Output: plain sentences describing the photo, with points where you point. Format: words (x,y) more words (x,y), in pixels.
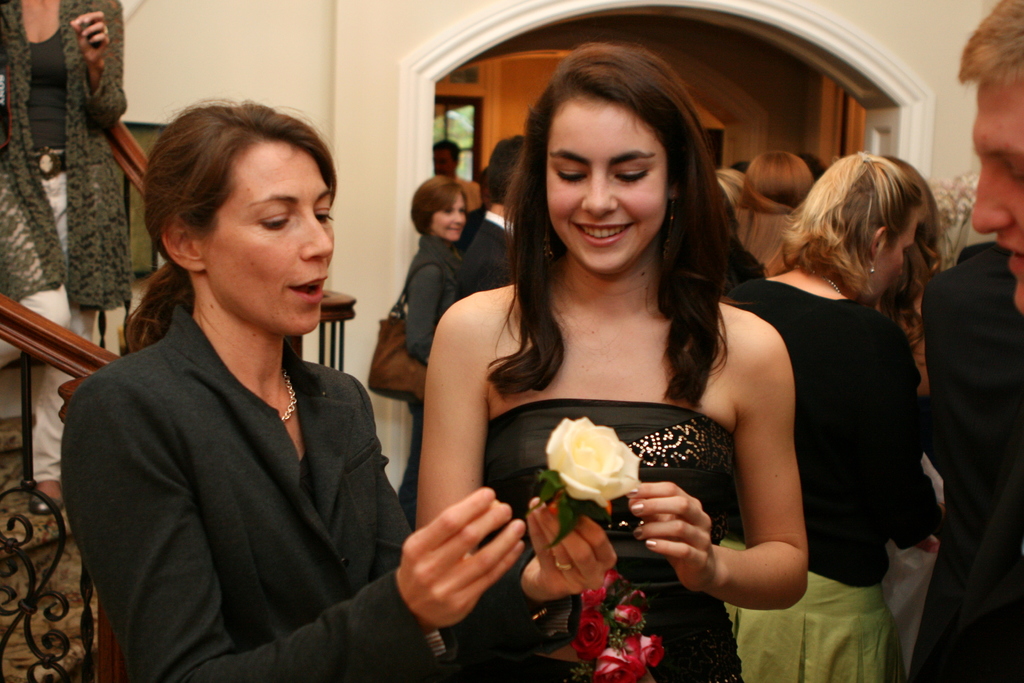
This image consists of two women (364,416) standing in the front (474,610). On the left (171,531), the woman (154,498) wearing a black jacket (191,507) is holding a flowers (633,459). On the left (45,550), we can see the stairs (19,567). In the background (399,26), there are many people (65,270) and there is a wall (387,40).
